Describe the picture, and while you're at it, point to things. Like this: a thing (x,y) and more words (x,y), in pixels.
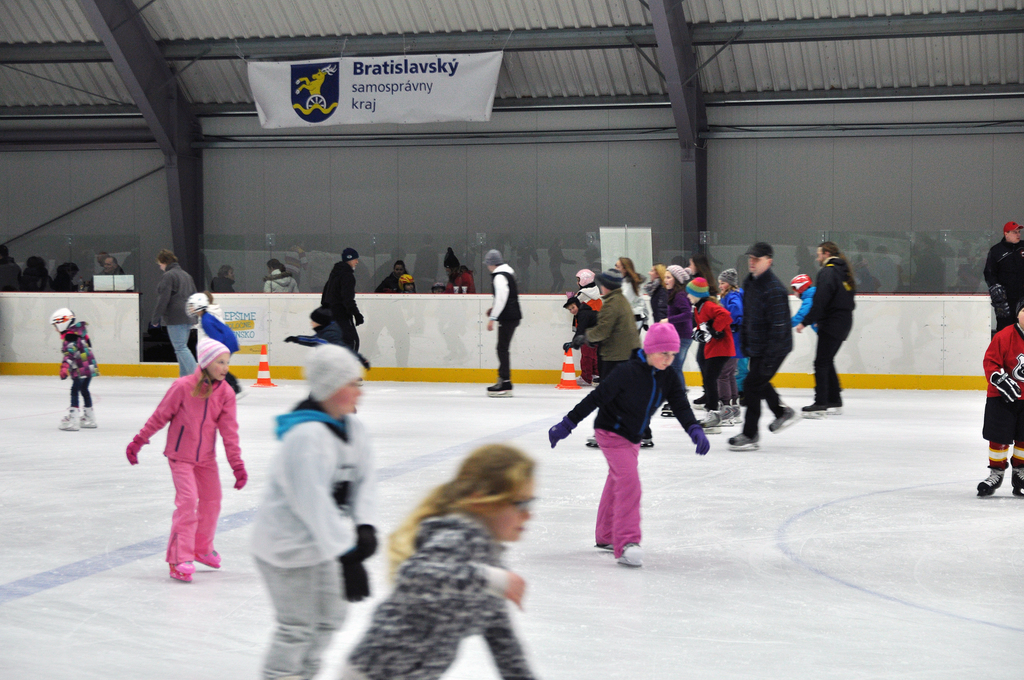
There are many people (309,383) doing ice skating. Some are wearing caps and gloves (704,441). In the back (357,268) there is a wall (405,154). On that there is a banner (357,86). Also there are traffic cones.
